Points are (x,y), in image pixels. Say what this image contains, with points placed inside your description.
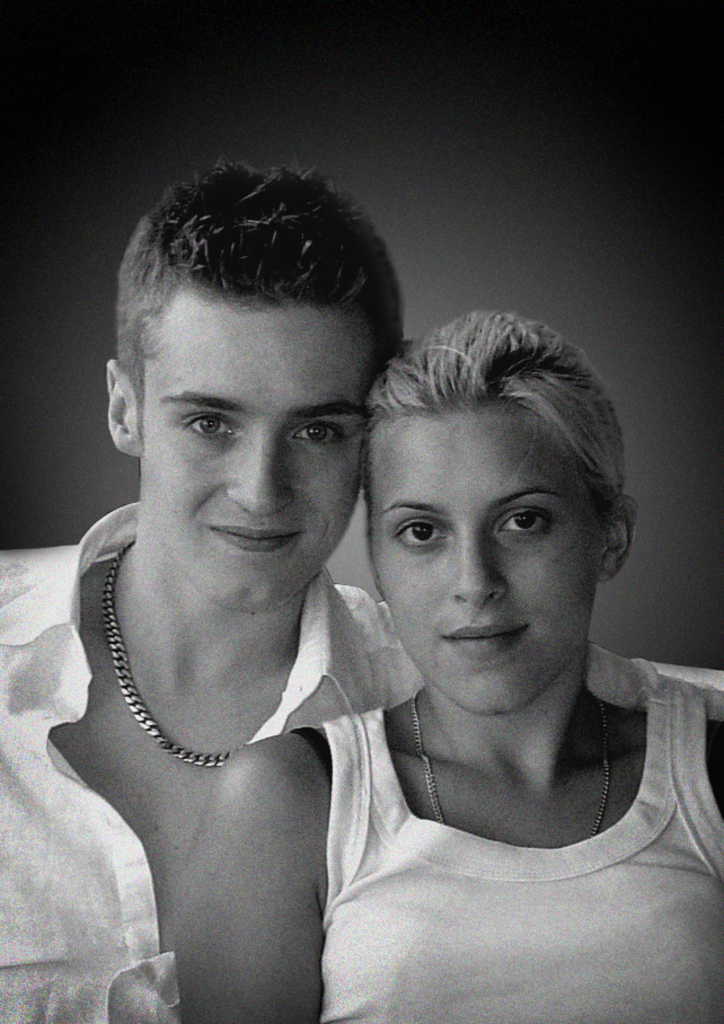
In this image we can see a lady (439,478) and a man (236,451), and the picture is taken in black and white mode.
